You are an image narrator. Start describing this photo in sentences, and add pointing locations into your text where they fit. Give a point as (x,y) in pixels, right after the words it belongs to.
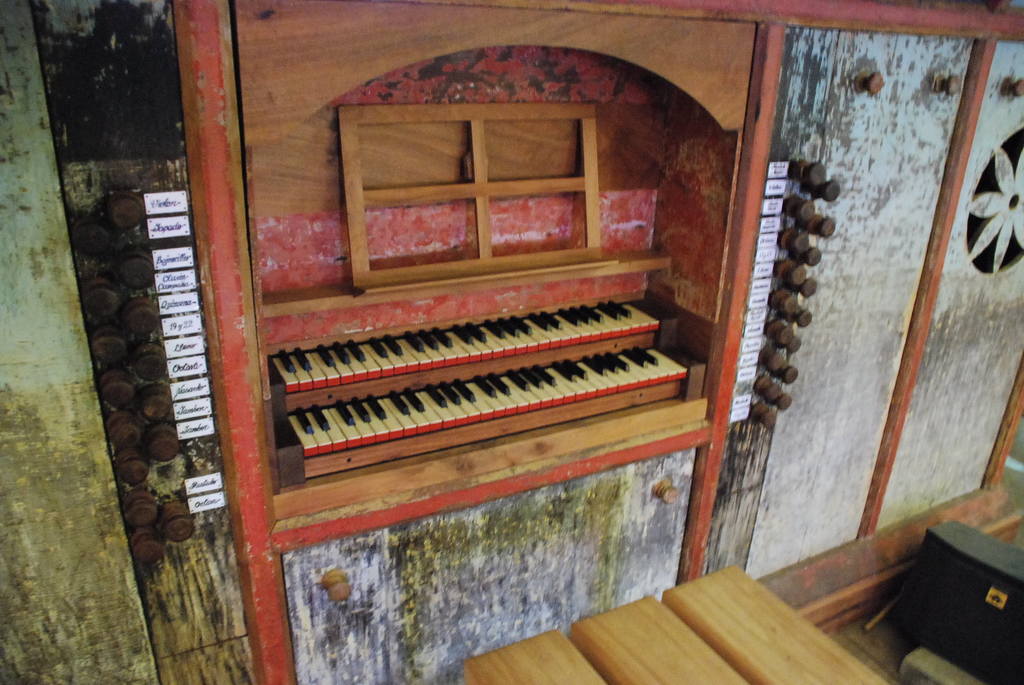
In this image we can see a piano (510,494) and this is a wooden block (448,159).
